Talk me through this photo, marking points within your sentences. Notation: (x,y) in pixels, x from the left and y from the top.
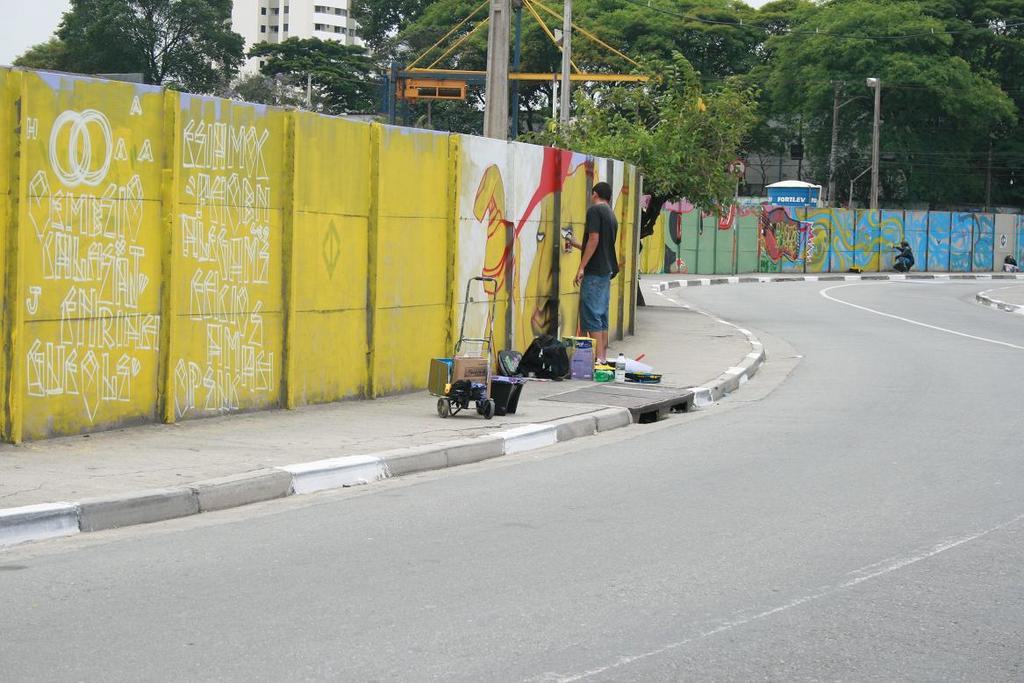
In this image there is a man (600,243) standing on the footpath (637,341) and painting the wall (562,204). Beside him there are paints (610,366), bags (557,352), boxes (583,371) and brushes (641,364). On the wall (298,217) there is a graffiti (567,221). In the background (530,51) there are trees (406,50) and buildings (275,19). Behind the man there is a road (824,490). On the footpath (721,349) there is a trolley (490,385).
